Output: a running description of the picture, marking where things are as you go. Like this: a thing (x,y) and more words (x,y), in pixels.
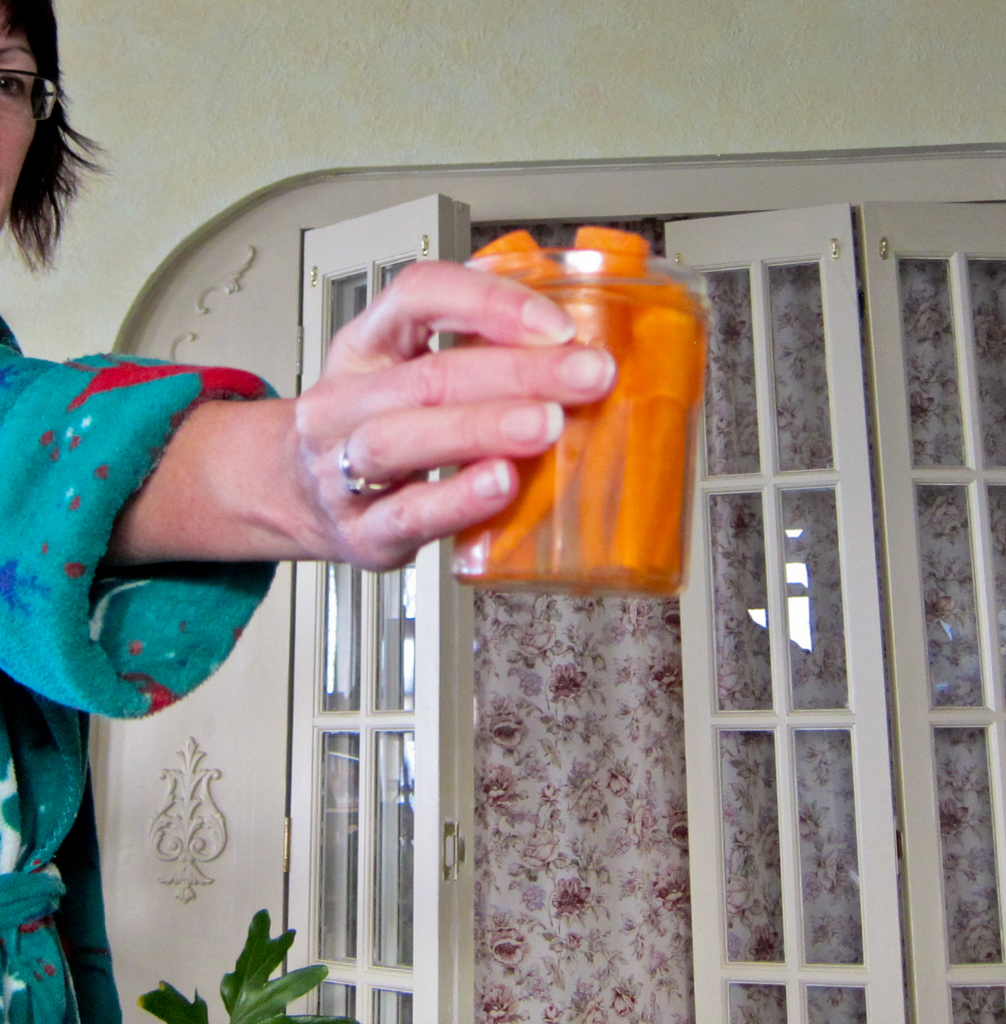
In this image I can see the person (80,511) holding the jar (547,582). And I can see some orange color items (524,555) in it. In the back (561,747) I can see the curtains (596,736) and the door (353,580). I can also see the leaves (242,993) to the plant (233,993).
